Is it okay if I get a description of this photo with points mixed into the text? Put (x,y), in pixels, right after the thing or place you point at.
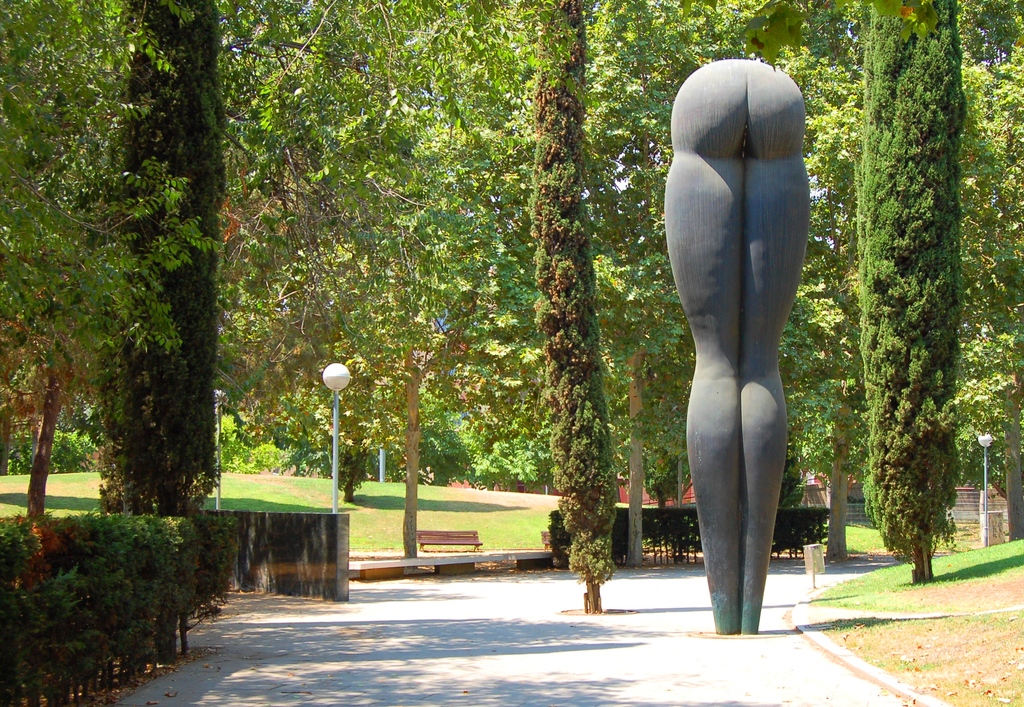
In this image there is a monument (737,362), bench (443,536) and also fence (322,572). Image also consists of many trees (809,271) and shrubs (90,570). Grass (395,512) and road (440,640) is also visible.
